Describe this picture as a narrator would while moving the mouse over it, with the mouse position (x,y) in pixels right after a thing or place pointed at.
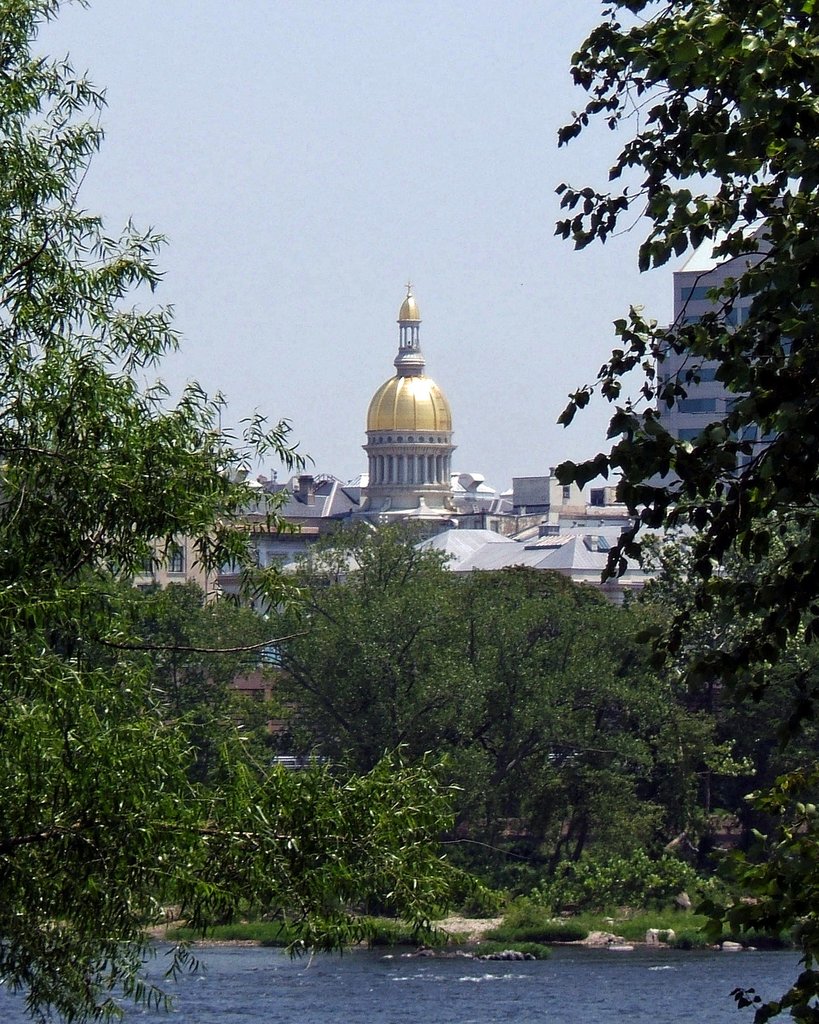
There is water (602,976). There are trees (336,695) behind that and buildings (328,494) are present at the back (417,513).
